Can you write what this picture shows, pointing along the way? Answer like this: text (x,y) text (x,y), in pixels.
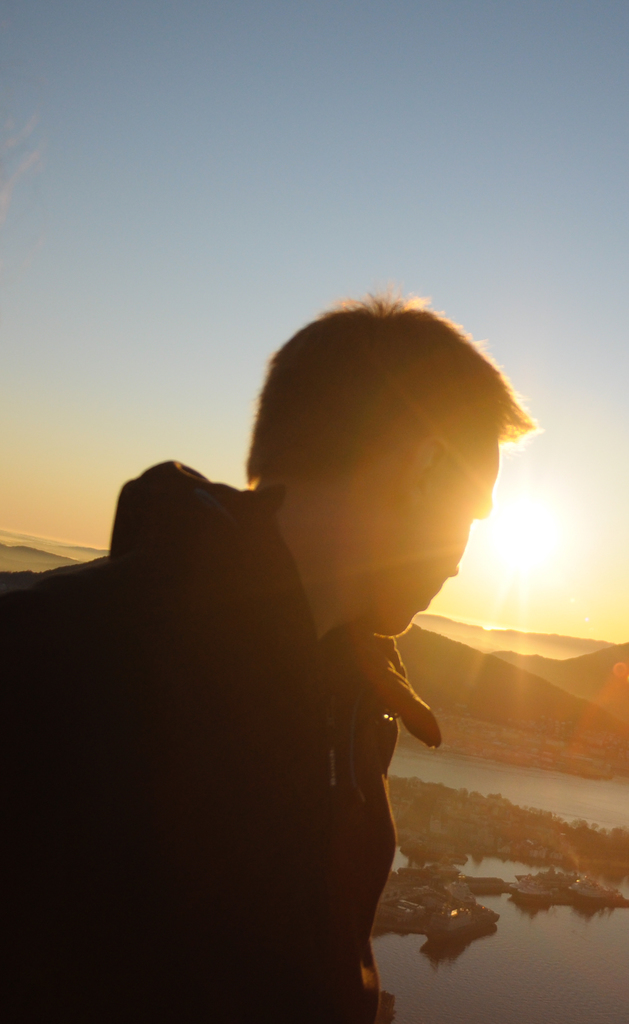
In this image at the top (201,156) we can see the sky (328,232) and sun (525,532). In the background (502,666) there are few hills (466,669). There is a pond (499,947) with water (499,947). There are many rocks (456,884). On the left side of the image (180,570) there is a man (259,573).
